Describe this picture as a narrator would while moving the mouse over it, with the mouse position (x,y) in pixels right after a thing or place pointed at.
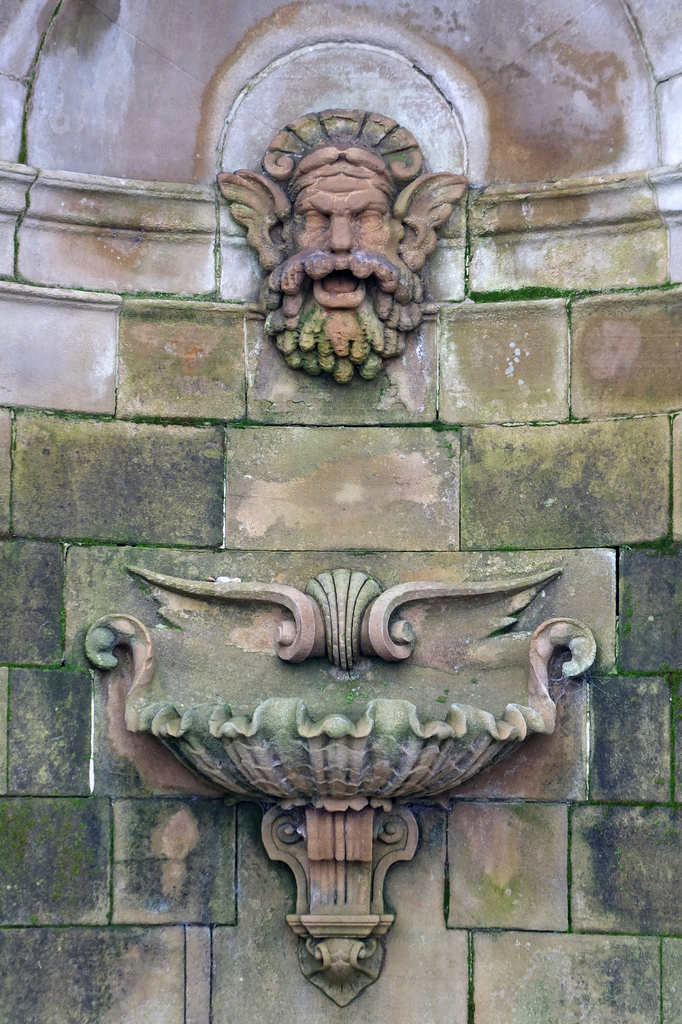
Here we can see stone carving (302,329) and statue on a wall (89,531).
